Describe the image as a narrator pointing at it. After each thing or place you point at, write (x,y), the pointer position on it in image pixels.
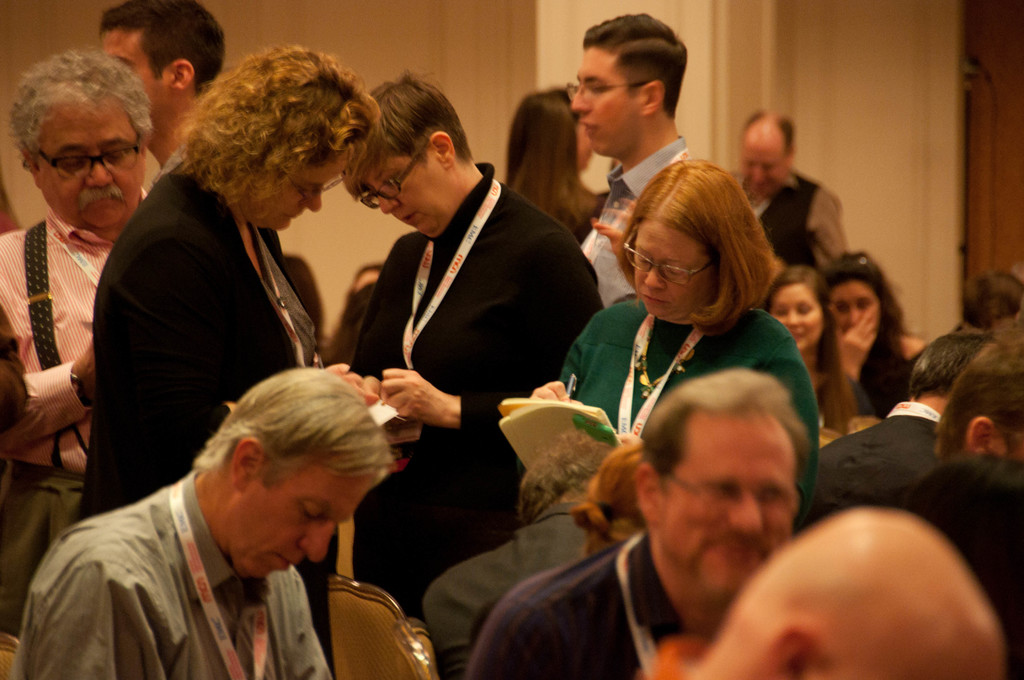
Here we can see a group of people (733,543). Few people (807,520) are sitting and few people (451,230) wore id cards (265,639). Background (491,58) there is a wall (515,38).
